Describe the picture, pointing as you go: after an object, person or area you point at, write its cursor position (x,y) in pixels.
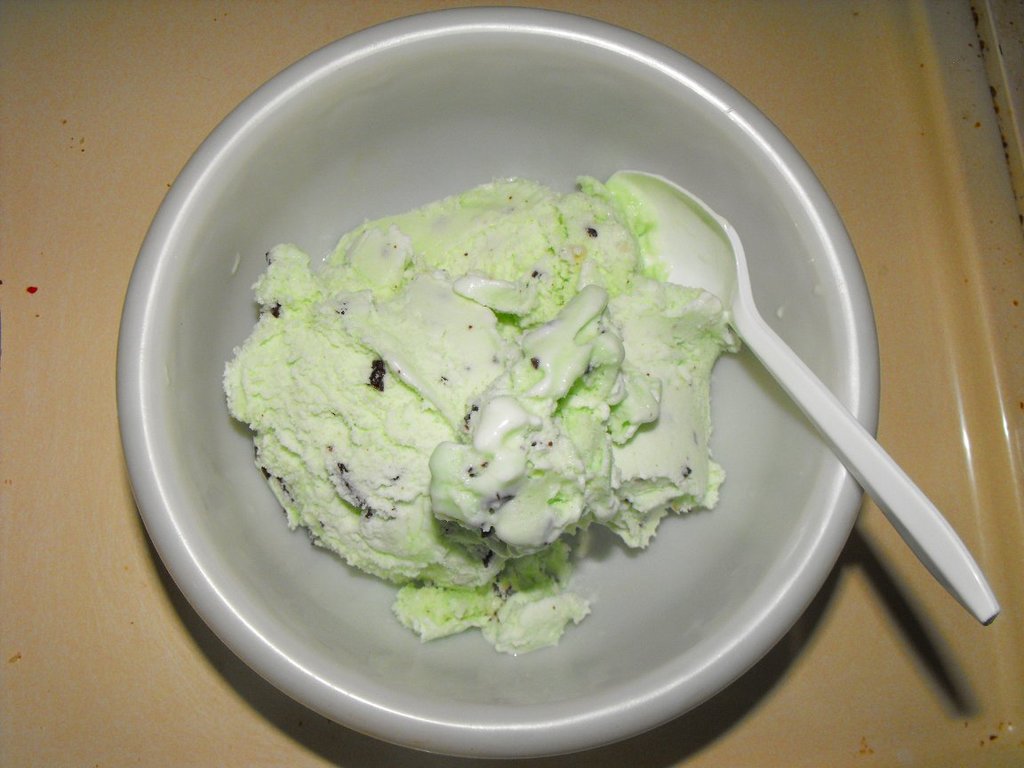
this picture shows a bowl (658,63) and a spoon (651,196) and some food (636,212) in it on the table (632,5).
